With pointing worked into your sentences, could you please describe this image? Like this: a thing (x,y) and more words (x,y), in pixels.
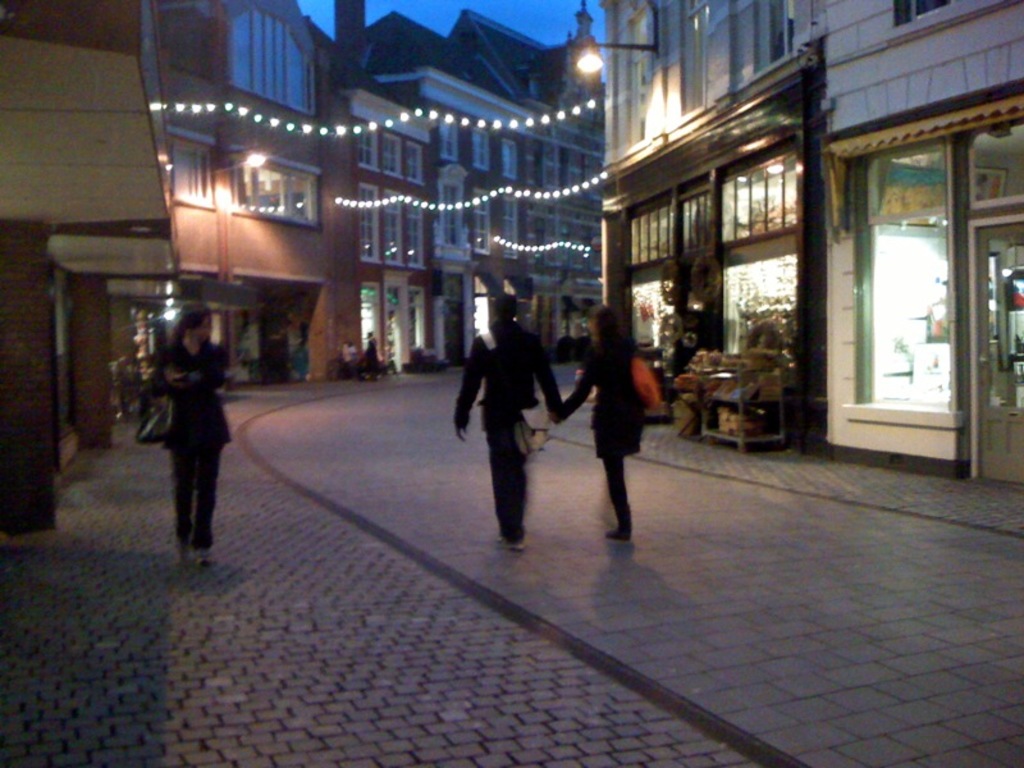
There are three persons (522,504). Here we can see buildings (549,263), lights (532,121), windows (663,243), pillars (815,324), and frames (758,203). In the background (553,21) there is sky (520,4).
